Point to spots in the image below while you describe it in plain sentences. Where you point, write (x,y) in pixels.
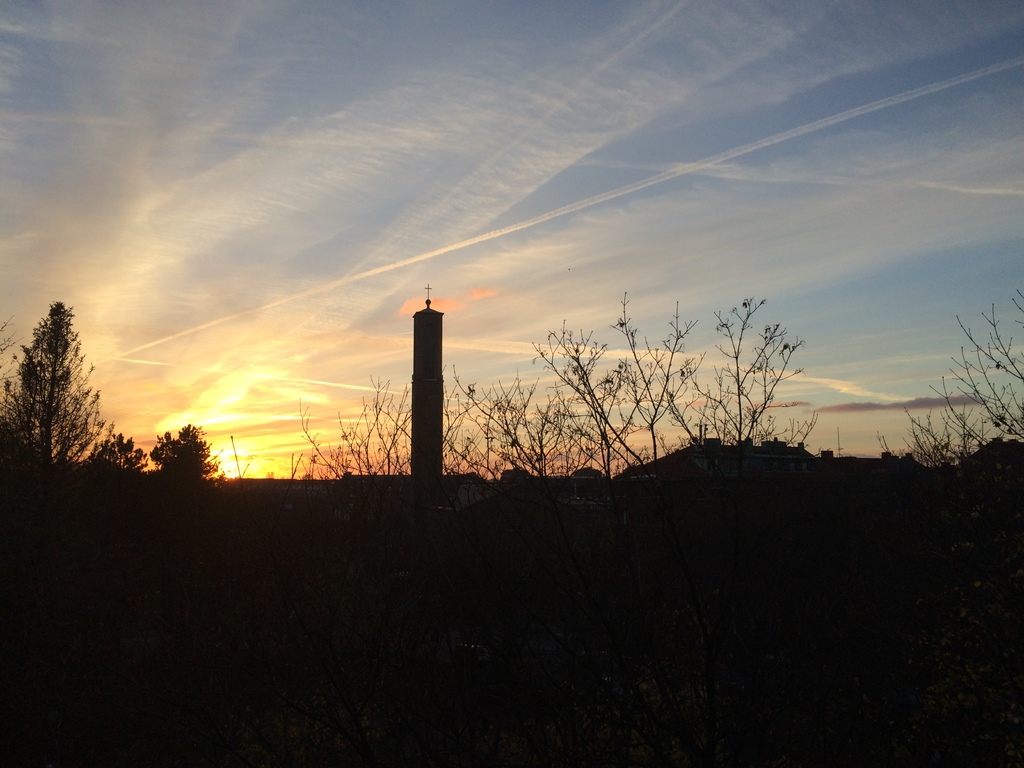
In this image we can see buildings (423,429), trees (103,539), sky (293,350) with clouds (272,354) and sun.
